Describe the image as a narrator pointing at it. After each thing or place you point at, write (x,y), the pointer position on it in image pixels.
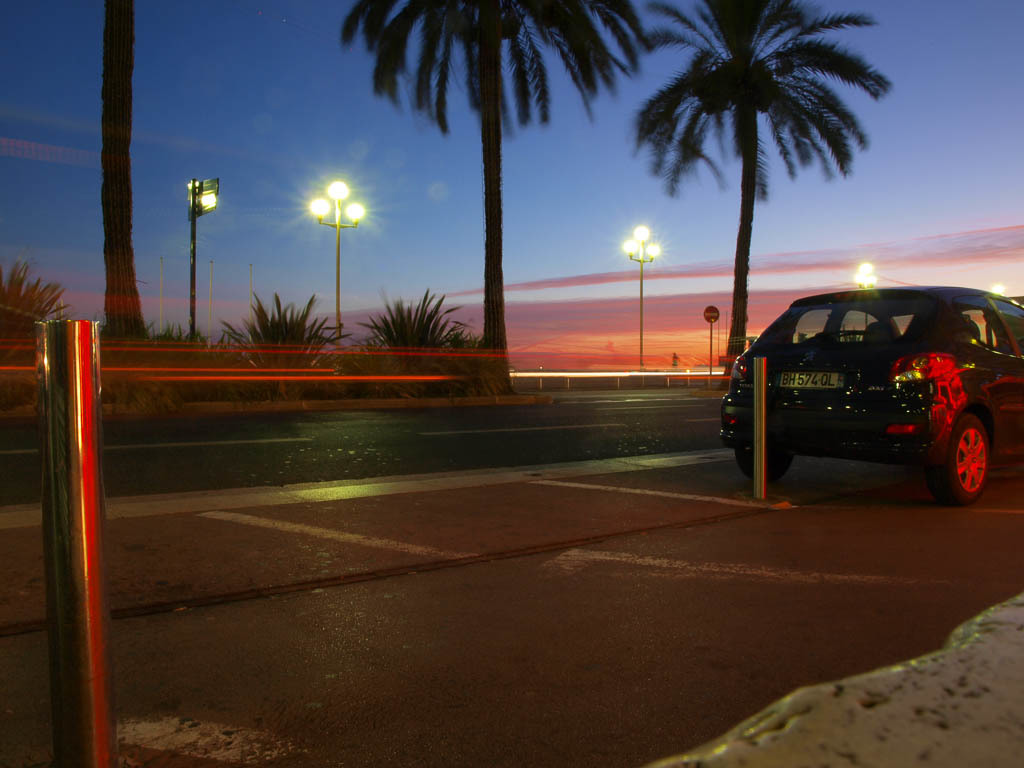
In the image there is a car (839,345) on the road (684,603) and in the back (488,21) there are trees (493,43) and street lights (362,218) and above its sky (807,217) with clouds (630,302).
